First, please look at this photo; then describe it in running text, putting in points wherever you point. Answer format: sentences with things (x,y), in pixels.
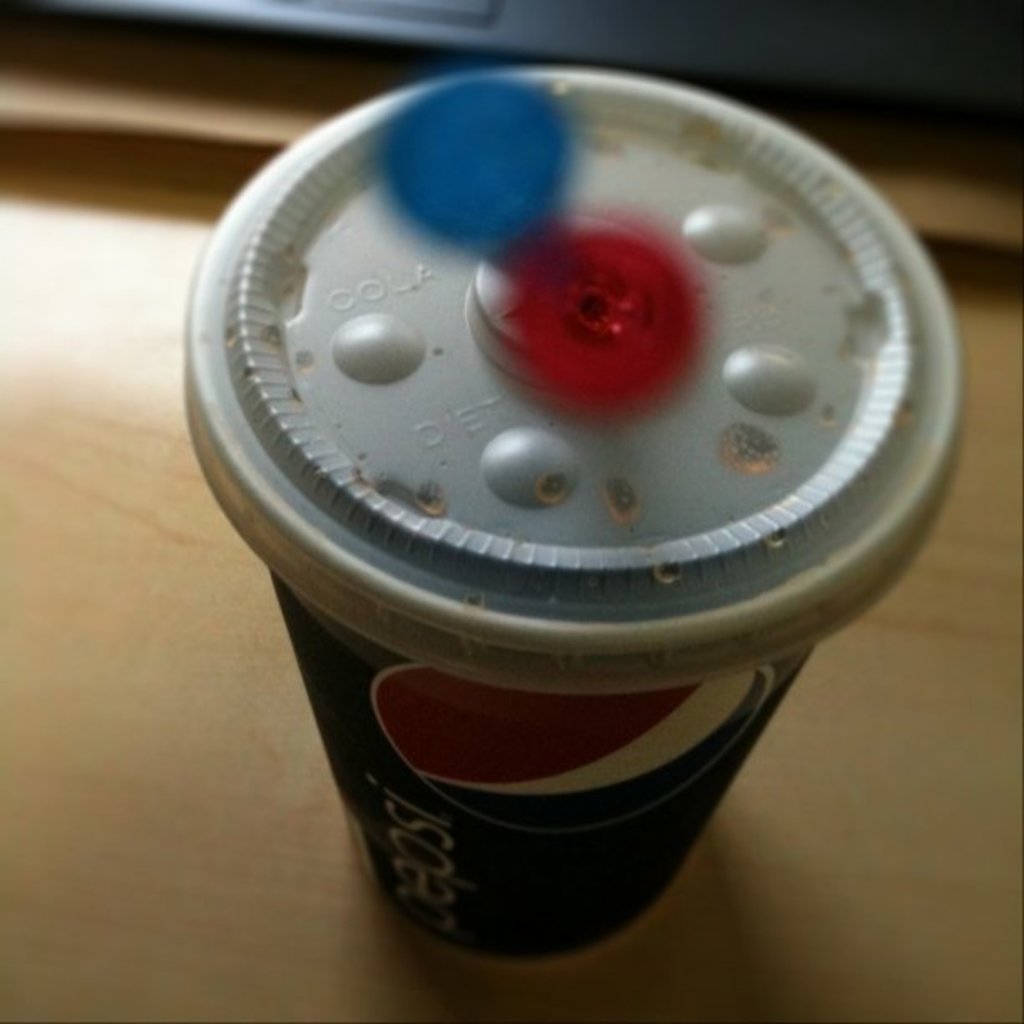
In this image I can see a disposable glass (506,602). In the background (141,534), I can see the table (804,867).
